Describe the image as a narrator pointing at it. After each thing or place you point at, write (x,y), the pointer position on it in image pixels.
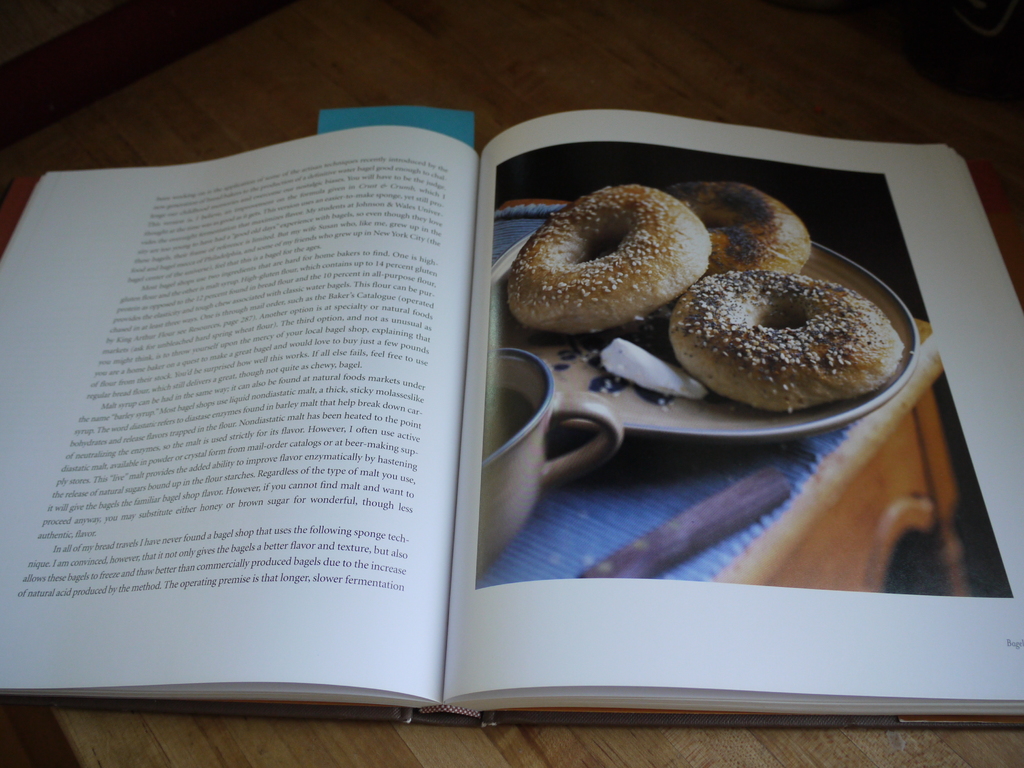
This image consists of a book (405,388). On the left page (349,311), there is a text (230,247). On the right page (656,404), we can see the bagels (719,361) kept on a plate (691,401) along with a cup (536,396). This book (607,408) is kept on a table (504,100) made up of wood (279,726).
